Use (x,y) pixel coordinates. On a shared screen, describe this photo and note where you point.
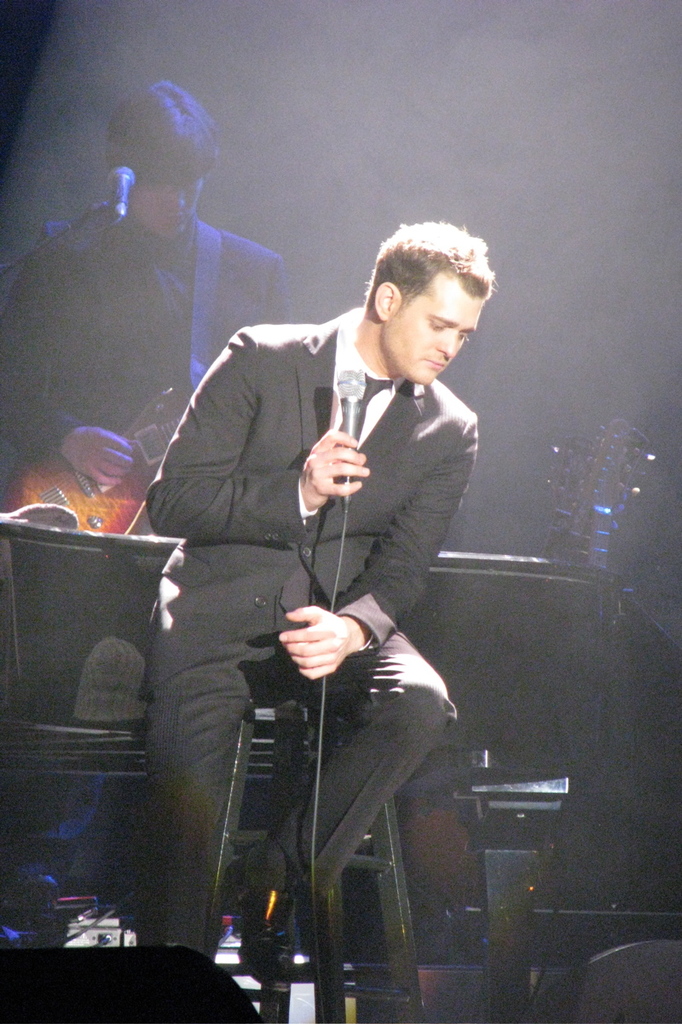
It is a music concert a person (398,375) wearing black color coat (385,552) is sitting on the chair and holding a mike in his hand (346,461) another person (103,479) who is standing behind him is holding the guitar (108,501) in the background (405,98) it is black and dark.
